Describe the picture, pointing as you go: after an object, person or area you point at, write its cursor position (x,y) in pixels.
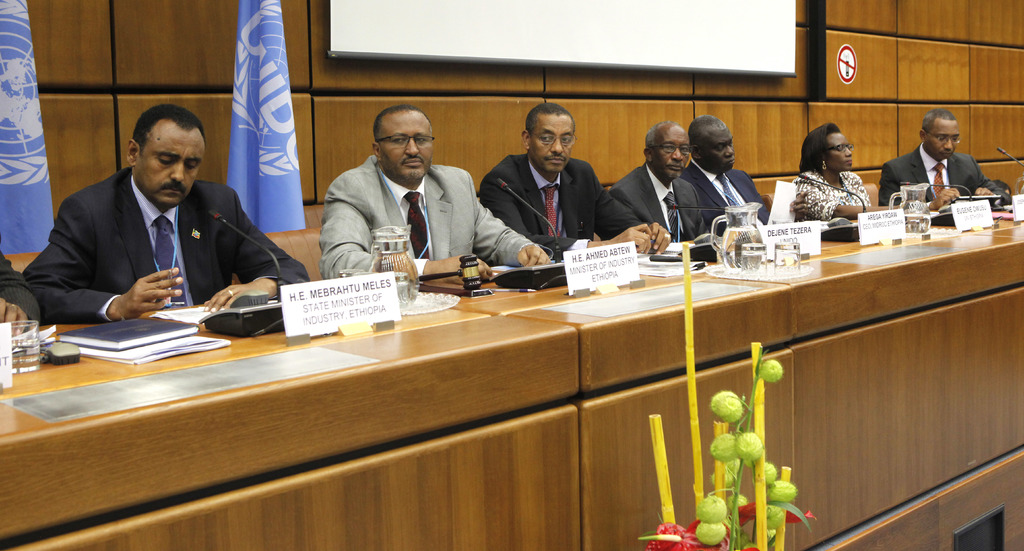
There are people (691,204) those who are sitting in the center of the image (673,217) in front of a wooden desk (774,302) there are books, microphones (700,258), glasses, papers (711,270) and name plates (772,229) on the desk (701,290), there are flags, screen (407,39), and a sign sticker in the background area (842,73), it seems like a plant (726,417) at the bottom side (732,445).
